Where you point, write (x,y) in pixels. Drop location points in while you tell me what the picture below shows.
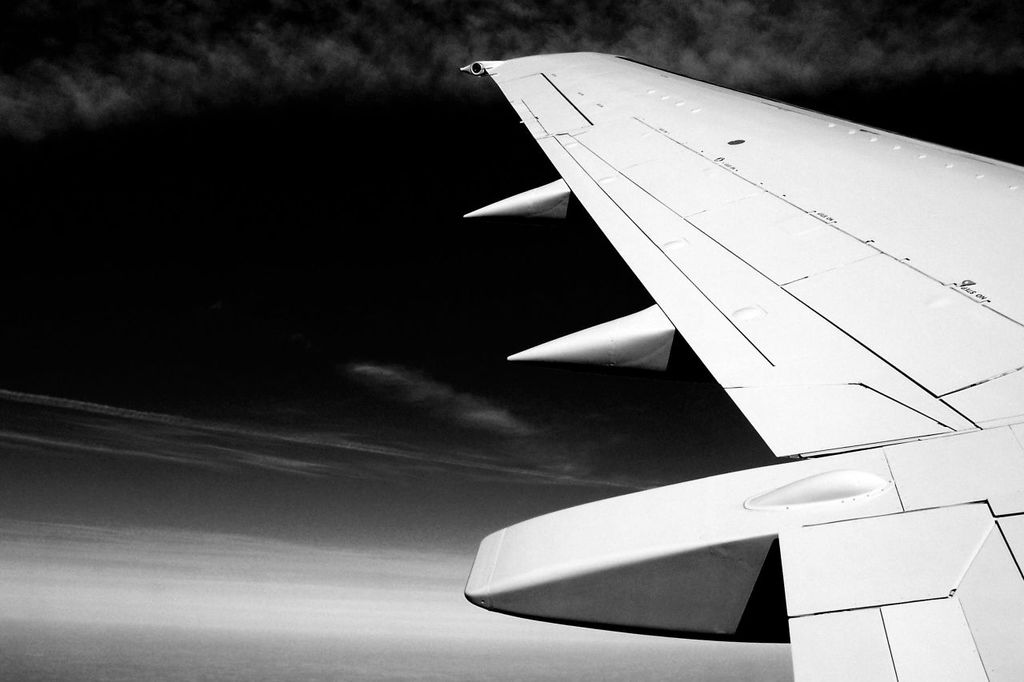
In this black and white picture there is an airplane (796,394) flying in the air (482,522). Background (659,461) there is sky (395,338), having clouds (111,11).
